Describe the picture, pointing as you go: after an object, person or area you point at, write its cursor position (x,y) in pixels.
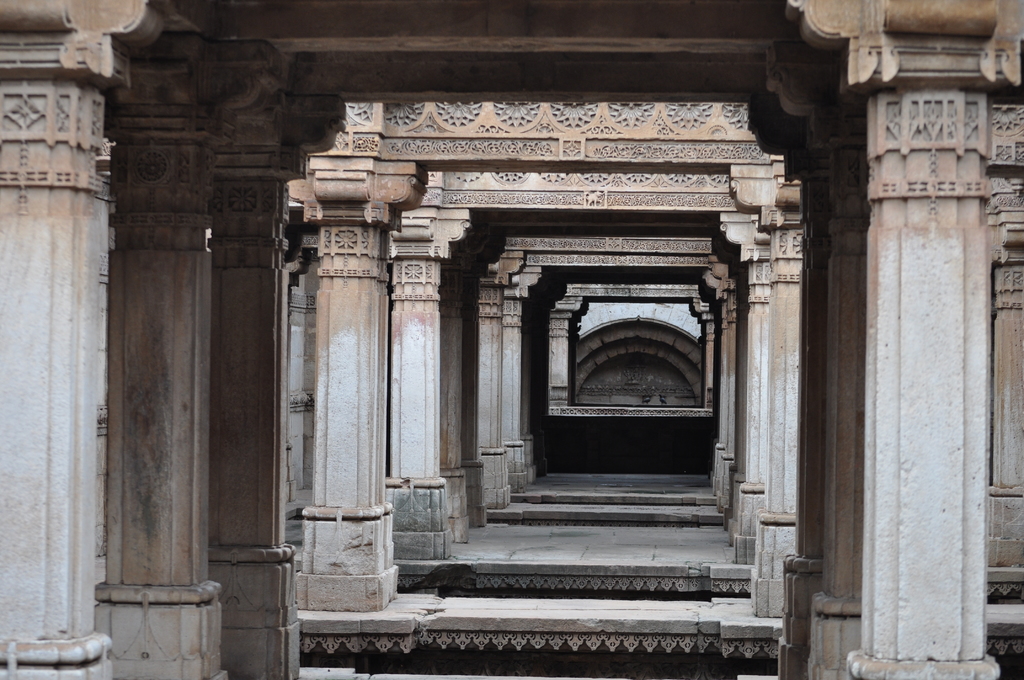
In this image it seems like it is the inside view of the fort (530,464), where we can see there are so many pillars (244,428) one beside the other. At the bottom (543,556) there is floor (493,606). In between the floor (500,599) there is some gap (508,671). At the top (544,151) there is some design (543,137).
